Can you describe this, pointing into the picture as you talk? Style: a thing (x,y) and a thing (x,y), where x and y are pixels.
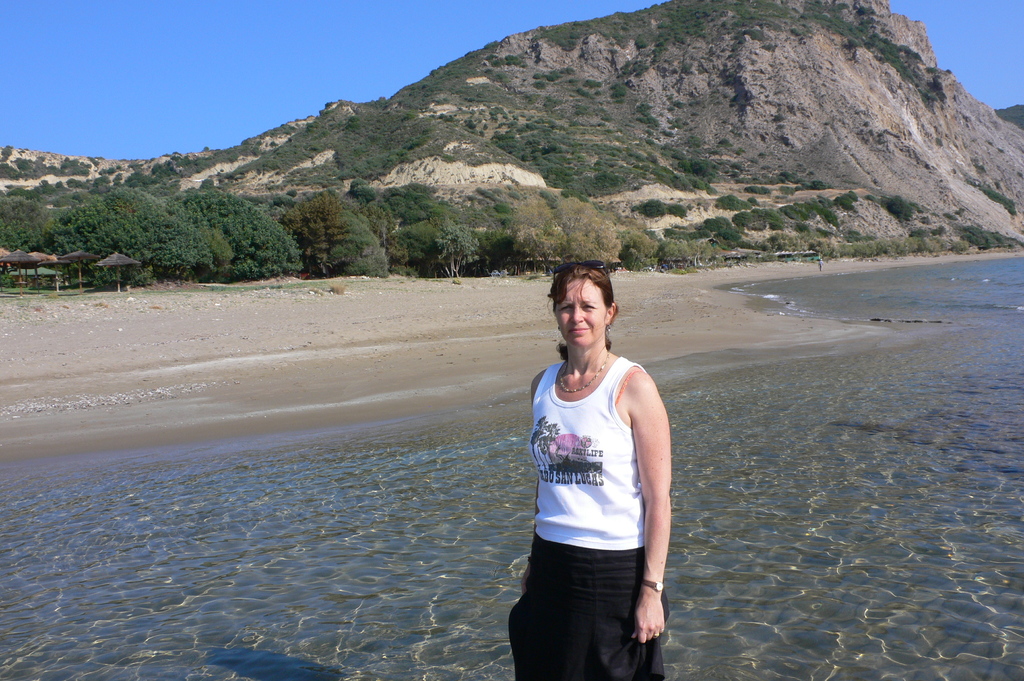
This is a beach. At the bottom of the image (870,571) I can see the water (767,559) and also I can see a woman (568,641) wearing white color t-shirt (560,513), black color skirt (551,609), standing and giving pose for the picture. In the background (360,238) there are some trees (249,256) and hills (476,122). On the left side (33,282) there are some shades (122,266) on the ground (47,314). On the top of the image (160,76) I can see the sky (196,76).
